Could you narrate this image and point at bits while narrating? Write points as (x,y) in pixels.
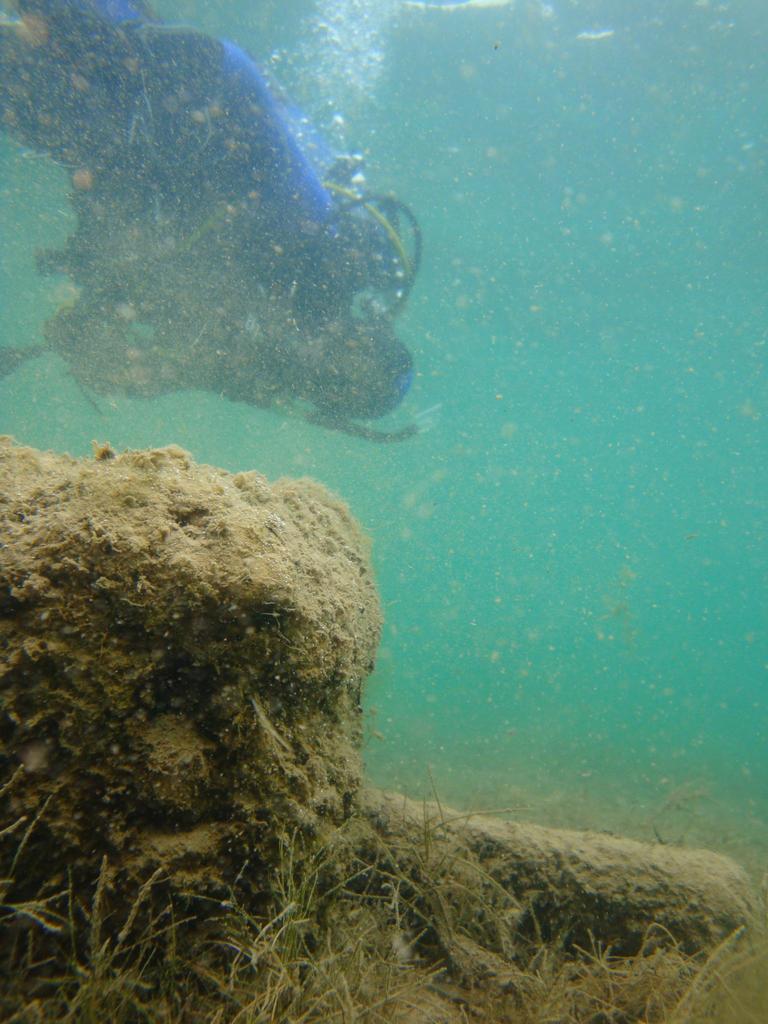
In this picture we can see a man (377,351) wearing blue color costume (247,201) with oxygen cylinder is under the sea water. In the front (26,621) bottom side there is a mud (194,804) and some dry grass (348,932).
